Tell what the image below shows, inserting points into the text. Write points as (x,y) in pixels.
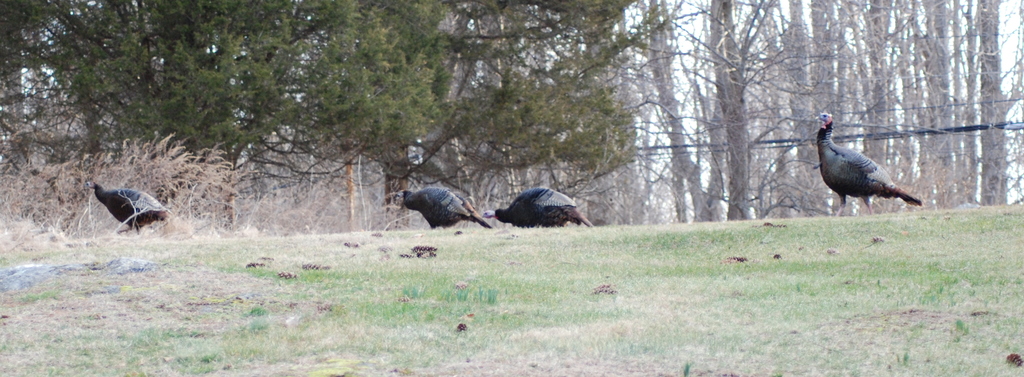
In this image, I can see four birds (520,219) standing. This is the grass (710,294). These are the trees (504,92) with branches (623,76) and leaves (536,90).
